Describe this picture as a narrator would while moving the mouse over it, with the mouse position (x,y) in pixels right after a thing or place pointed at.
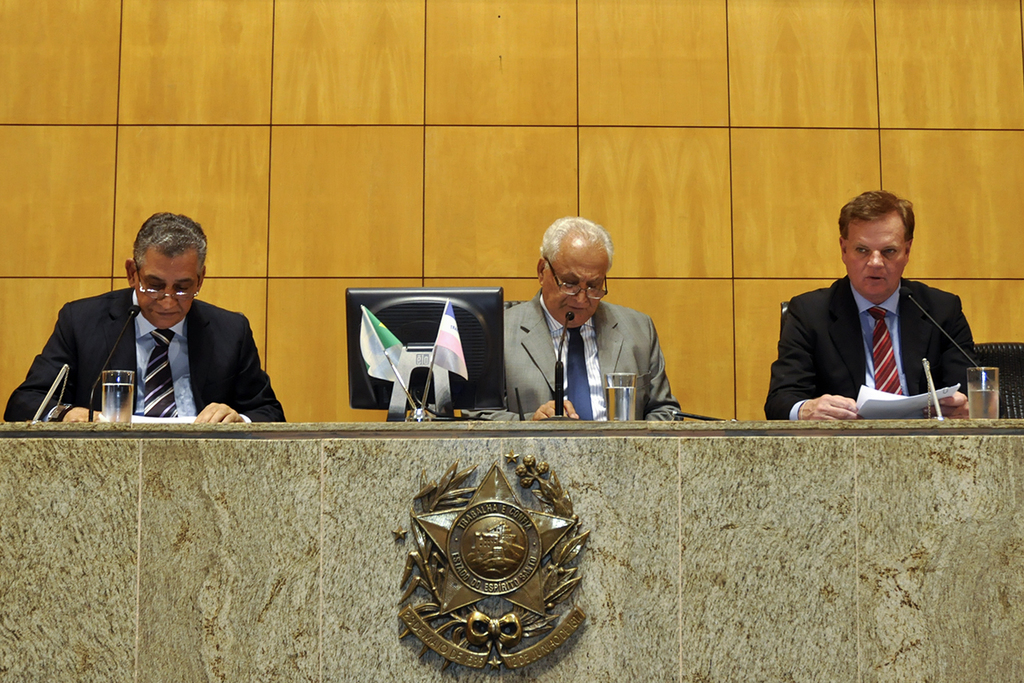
In this image in the center (566,345) there are three persons (935,346) sitting, and in front of them there is a table (840,517). On the table (180,518) there are glasses (109,400), computer (424,371), mikes (954,342) and one person (828,393) is holding papers (883,400) and there are some papers (142,419). And in the background (421,106) there is wall (281,80).
